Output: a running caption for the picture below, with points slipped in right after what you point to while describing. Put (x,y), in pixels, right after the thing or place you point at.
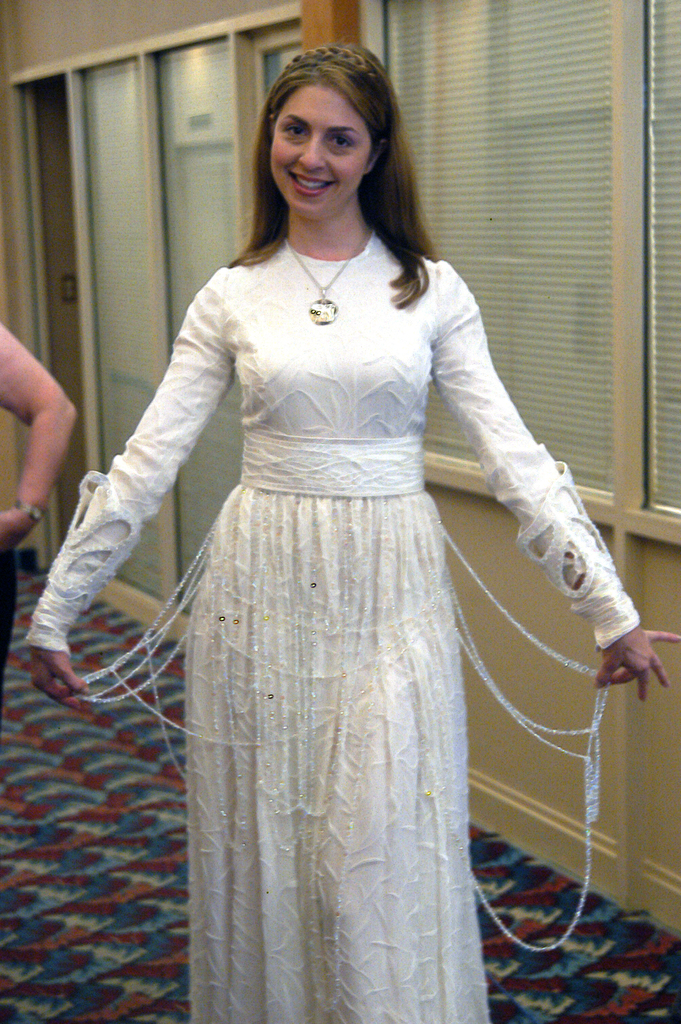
In the center of the image (280,534), we can see a lady (245,611) smiling and standing and wearing costume (314,625). In the background (421,110), there are doors (49,305) and we can see a person (37,368) standing. At the bottom (76,899), there is floor (90,905).
